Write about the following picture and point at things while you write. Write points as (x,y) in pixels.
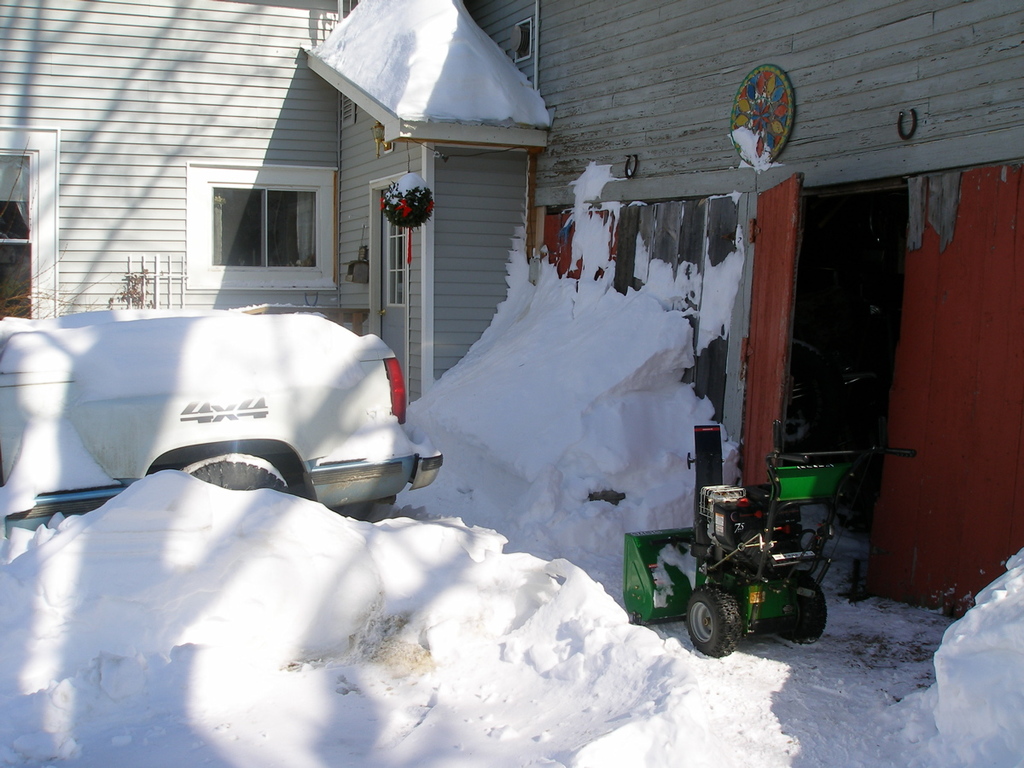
In this image we can see snow (505,468), a vehicle (30,397), snow blower (692,582) and the wooden house (436,194) in the background (485,170).
